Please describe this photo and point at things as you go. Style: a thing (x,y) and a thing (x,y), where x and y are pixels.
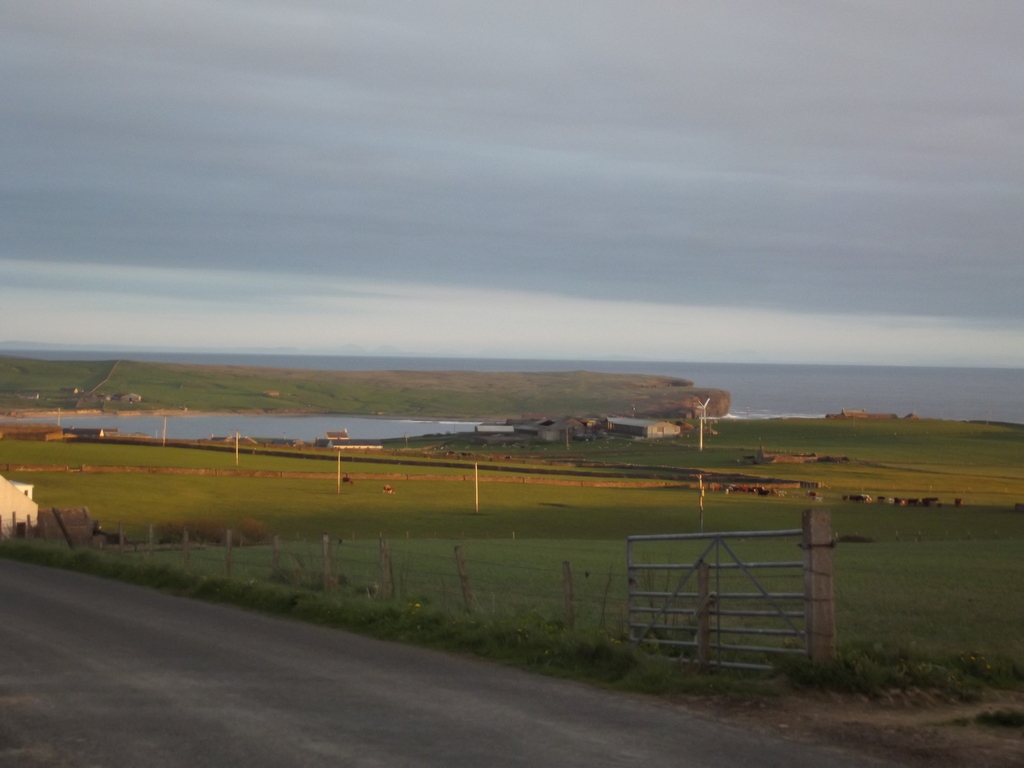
In this image there is a road (313,731). There is grass (802,679). There is fencing (832,653). There is a gate (737,560). There are poles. There is water (382,421). There are mountains (484,412). There are stones (590,486). There is a sky (451,276).
